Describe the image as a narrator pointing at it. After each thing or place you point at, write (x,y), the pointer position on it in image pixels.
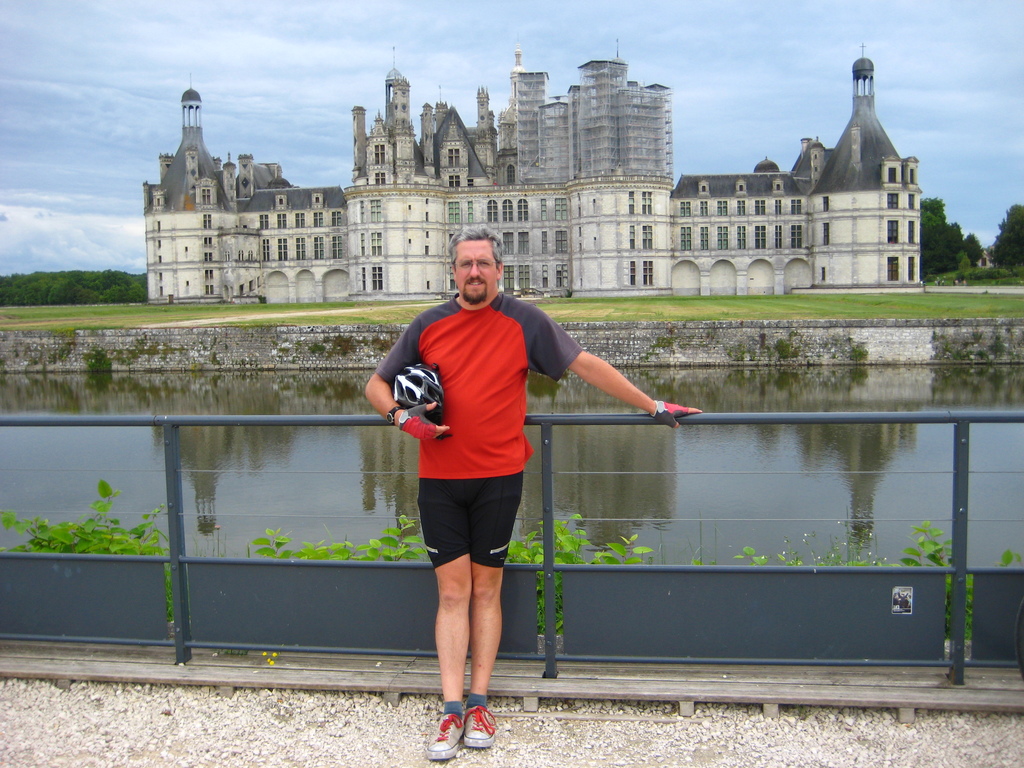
In this image we can see a man (450,410) holding a helmet (419,377) standing beside a metal fence (661,650). We can also see some stones (819,743), plants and a water body (686,539). On the backside (864,344) we can see a wall (184,350), grass (793,315), a building (731,275) with windows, some trees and the sky (327,67) which looks cloudy.
